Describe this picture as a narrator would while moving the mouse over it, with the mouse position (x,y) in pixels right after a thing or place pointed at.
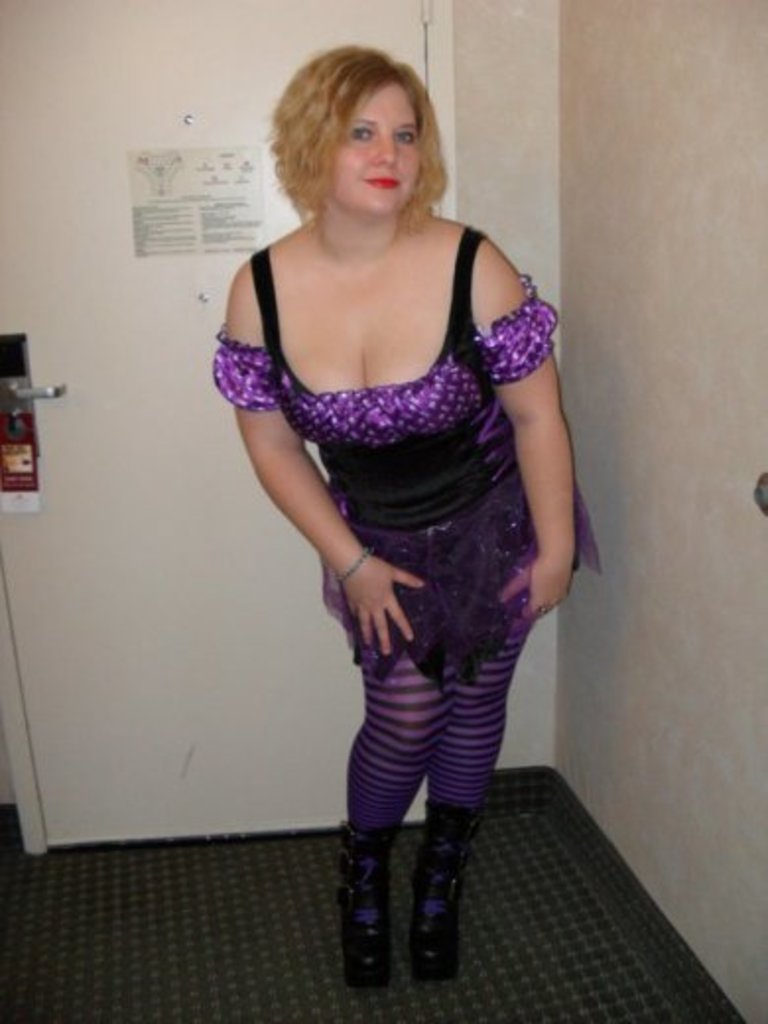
In the image in the center (376,524), we can see one woman (400,611) standing and she is smiling. In the background (719,237) there is a wall (744,109), door (267,177) and posters (162,240).
